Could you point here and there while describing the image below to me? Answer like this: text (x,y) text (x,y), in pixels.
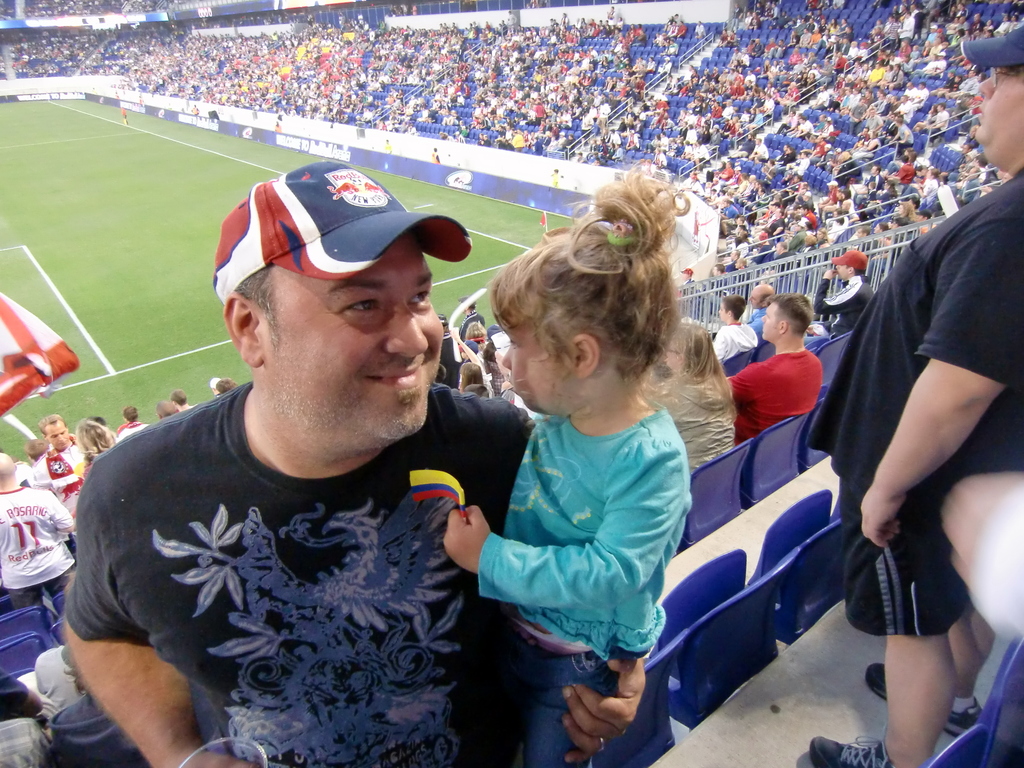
This image is clicked in a stadium (878,62). In the front (638,714), there is a man (582,714) holding a child (533,708). In the background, there is a crowd (547,84). To the left (95,325), there is a ground (73,328) along with grass (52,212).
